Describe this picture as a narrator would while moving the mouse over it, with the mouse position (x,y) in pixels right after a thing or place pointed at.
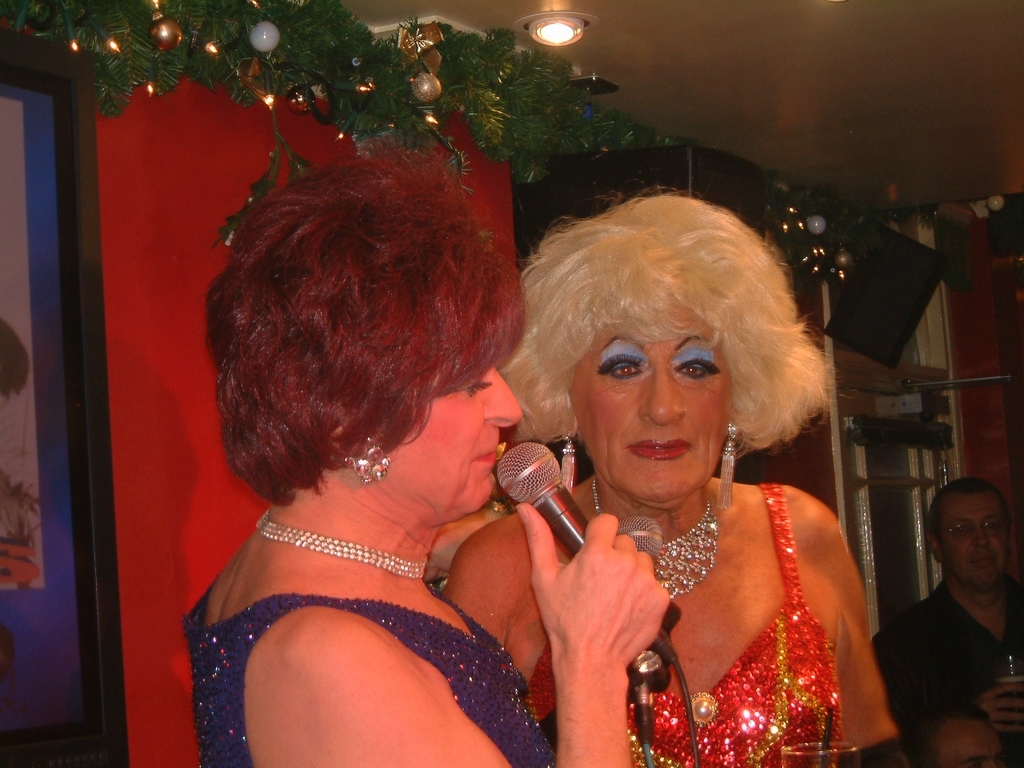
This is an inside view. Here I can see two women (691,499) holding mics (583,529) in their hands (618,534). In the background (102,174) there is a wall (133,278) to which some boards (21,418) are attached. On the right side (965,645) there is a man (988,589) holding a glass (1008,672) in the hand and looking at these women (566,431). At the top (558,28) there is a light (527,33).
